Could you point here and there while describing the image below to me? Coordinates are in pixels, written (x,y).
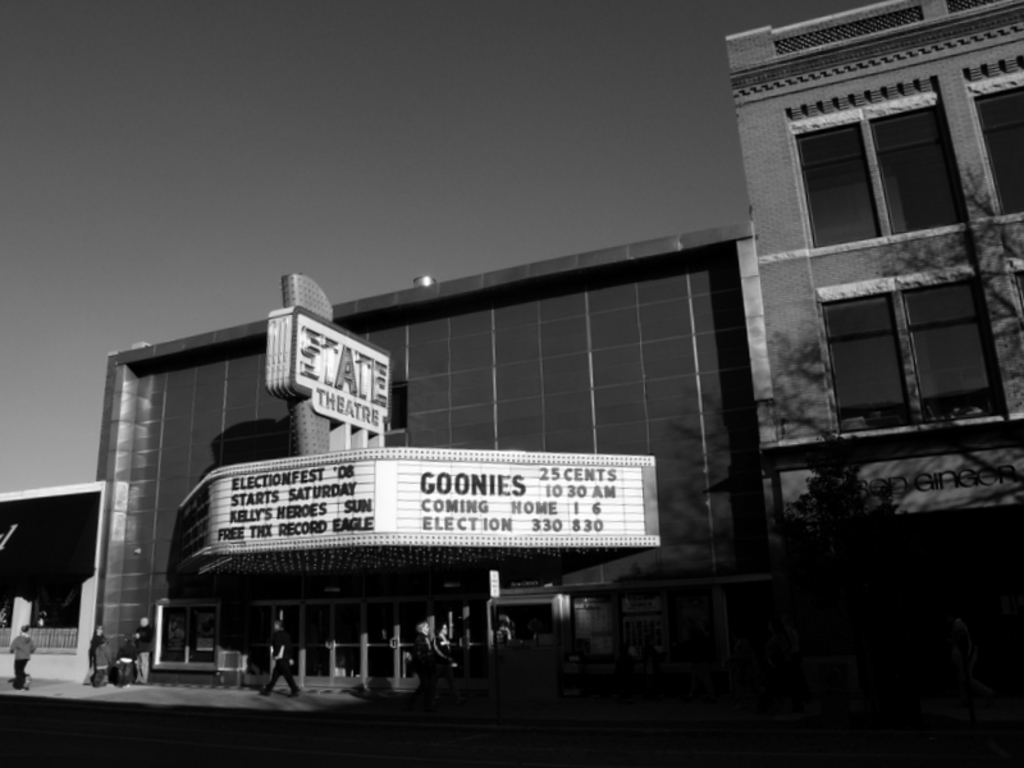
In this picture I can see many persons (652,679) were standing in front of the theater (420,519). In the center (588,491) i can see the theater's name (328,348) and timing (604,491). On the right (888,354) there is a building (938,195). At the top (436,136) there is a sky (338,112). In the bottom right corner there is a tree (815,564).
